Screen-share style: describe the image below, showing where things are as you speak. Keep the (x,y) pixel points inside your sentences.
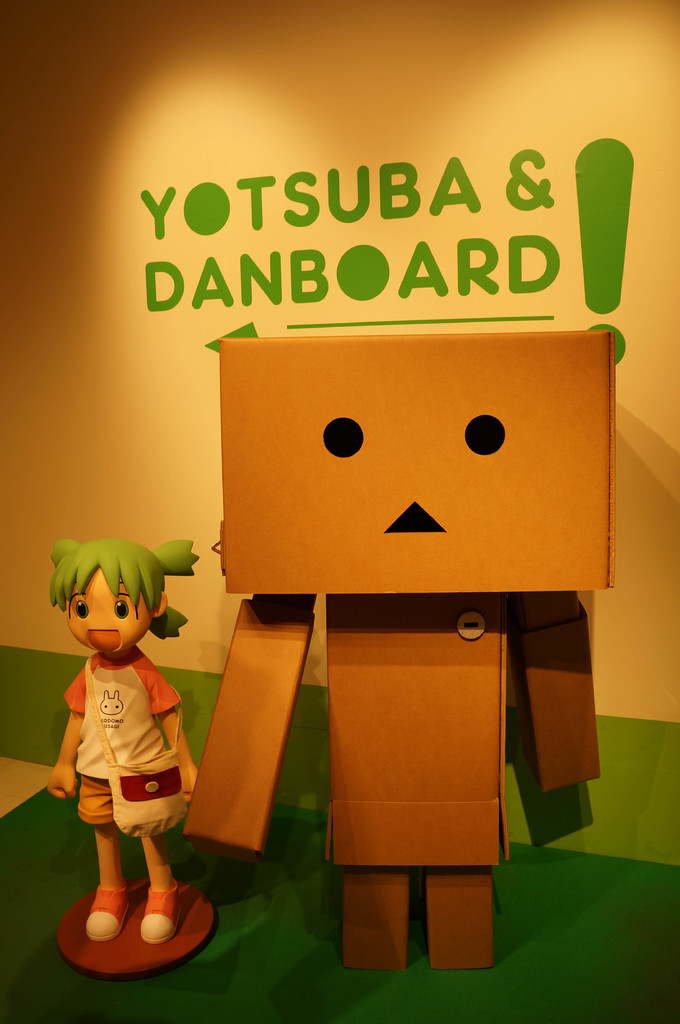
In this image I can see toys (284,718) of a person (128,704) and other thing (410,779). These objects (392,777) are on a green color surface (246,871). In the background (62,235) I can see a wall (321,291) which has something written in green color.
